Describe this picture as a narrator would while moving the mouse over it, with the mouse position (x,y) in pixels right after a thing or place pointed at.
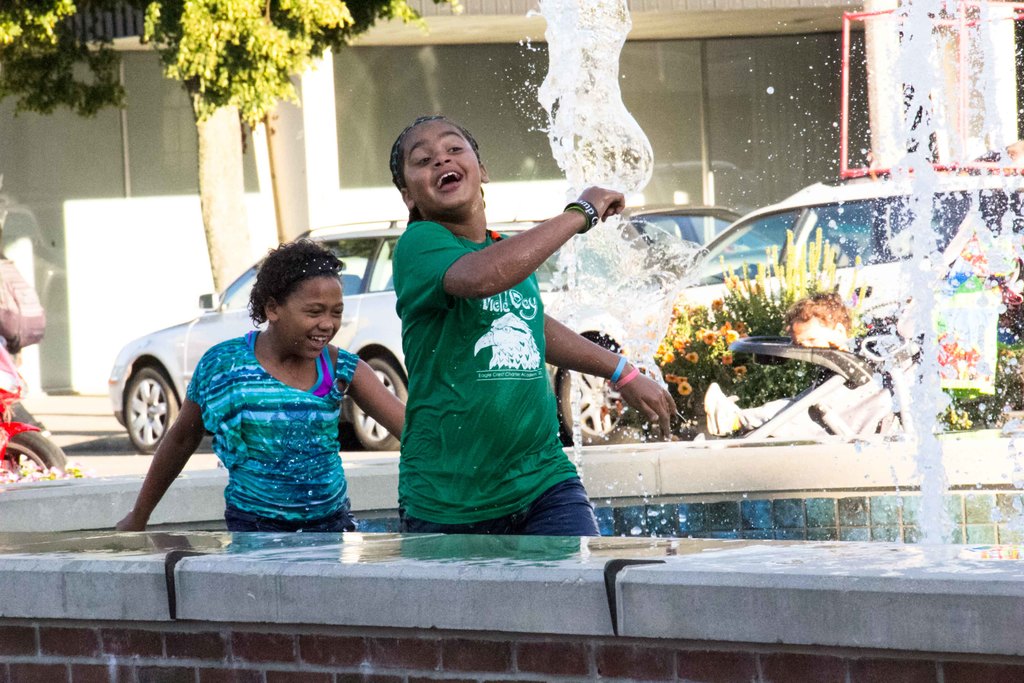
In this image there are two kids (428,447) playing in a fountain (875,490), in the background (53,424) there is a road (57,441) on that road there are cars (831,234), trees (225,60) and buildings (346,135).
